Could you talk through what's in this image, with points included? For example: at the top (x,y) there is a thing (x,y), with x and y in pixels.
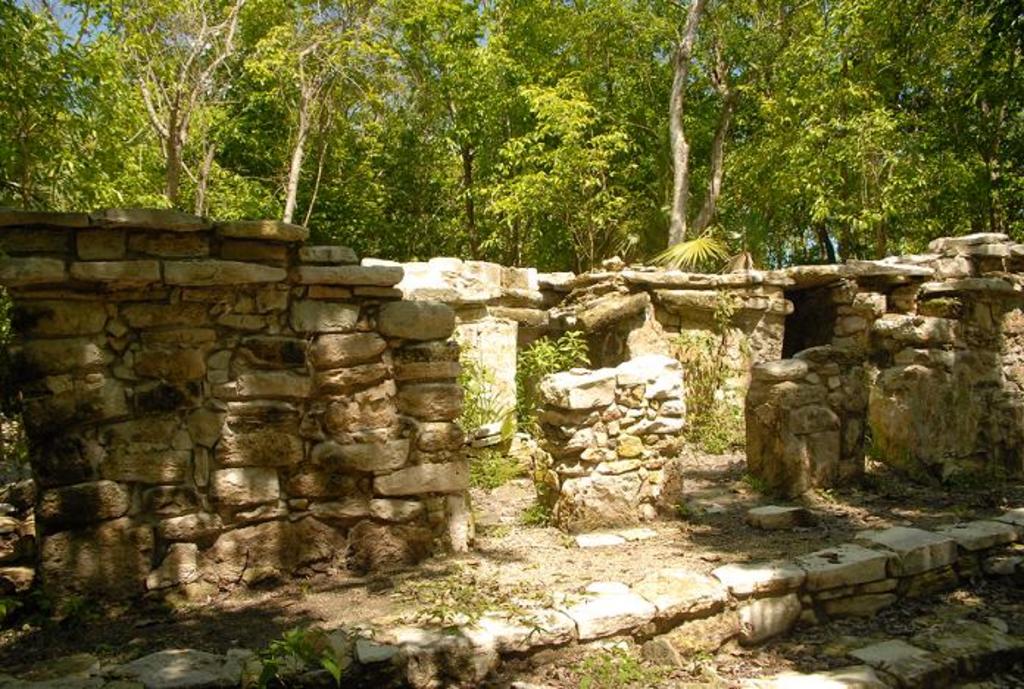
This picture might be taken from forest (119,23). In this image, on the left side (294,411), we can see some stones (22,318). In the background (394,116), we can see some trees (581,195). At the top (57,10), we can see a sky (76,12), at the bottom (772,574), we can see a staircase (640,597) and a grass (51,596).
